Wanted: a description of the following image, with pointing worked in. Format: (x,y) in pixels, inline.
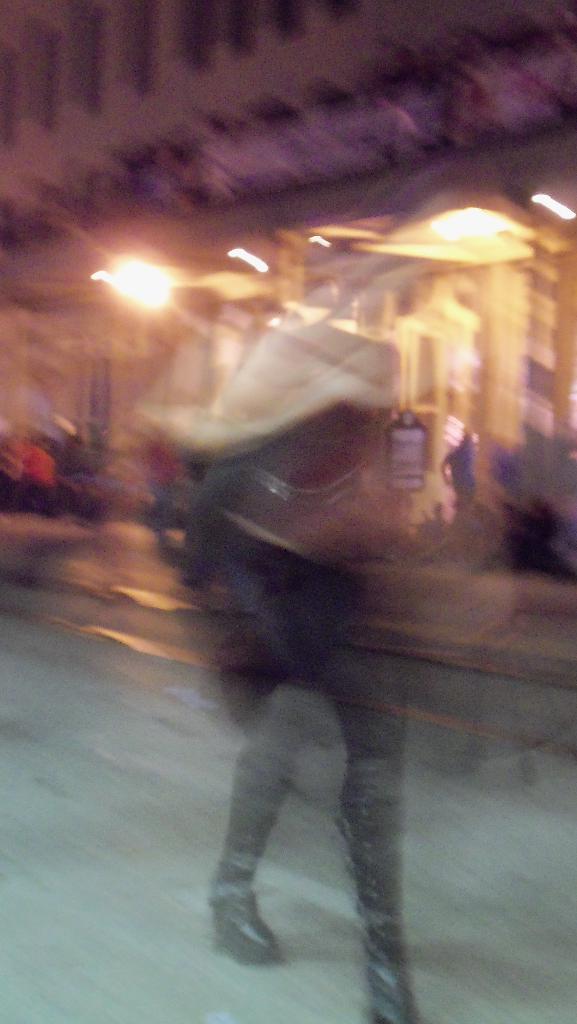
In this picture the image is blur. There is a person (293,304) in the foreground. There is a building (15,104), lights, people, trees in the background (575,570). And there is a road (36,945) at the bottom (40,960).
